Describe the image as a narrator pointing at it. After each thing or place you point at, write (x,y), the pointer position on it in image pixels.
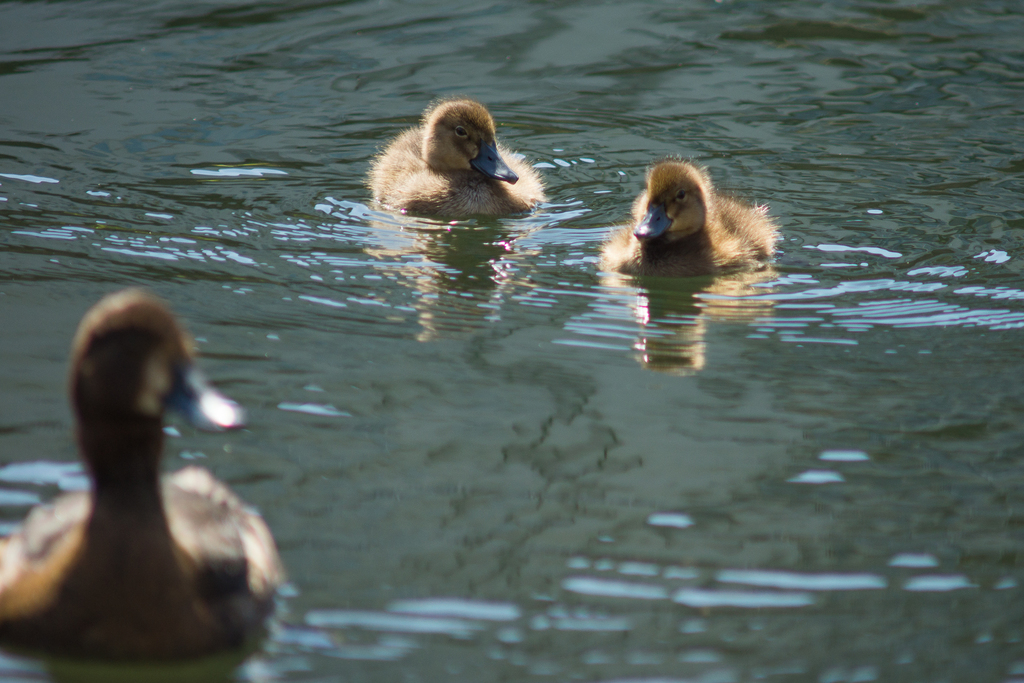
In this image we can see some birds (28,570) in the water (441,393).
